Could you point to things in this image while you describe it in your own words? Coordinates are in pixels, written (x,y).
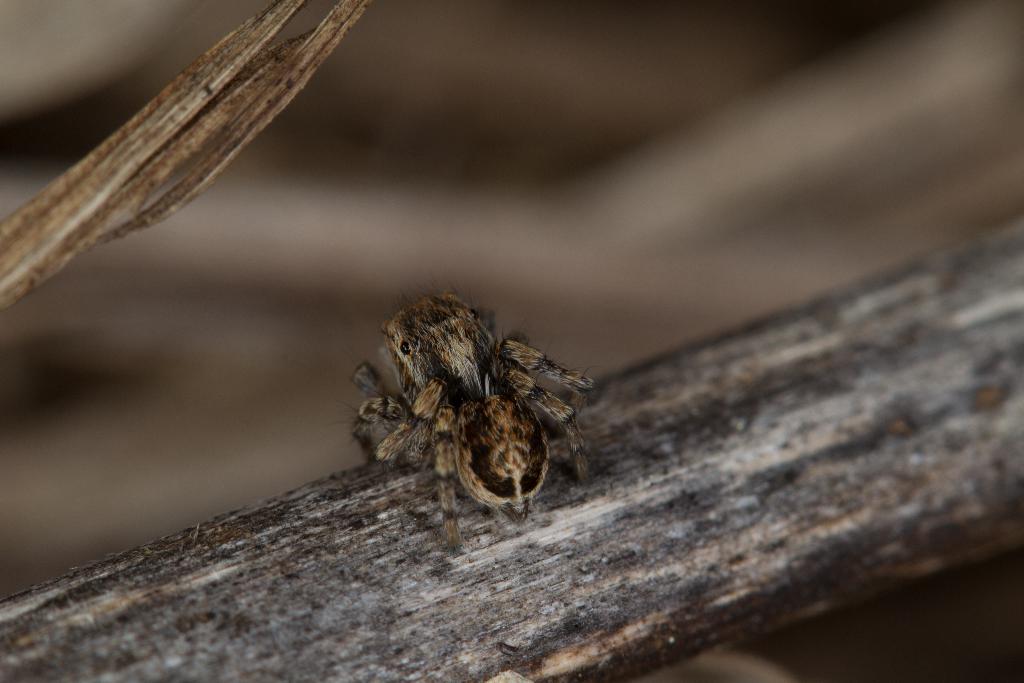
This image consists of a spider (534,447). It is on some stick (408,581).
